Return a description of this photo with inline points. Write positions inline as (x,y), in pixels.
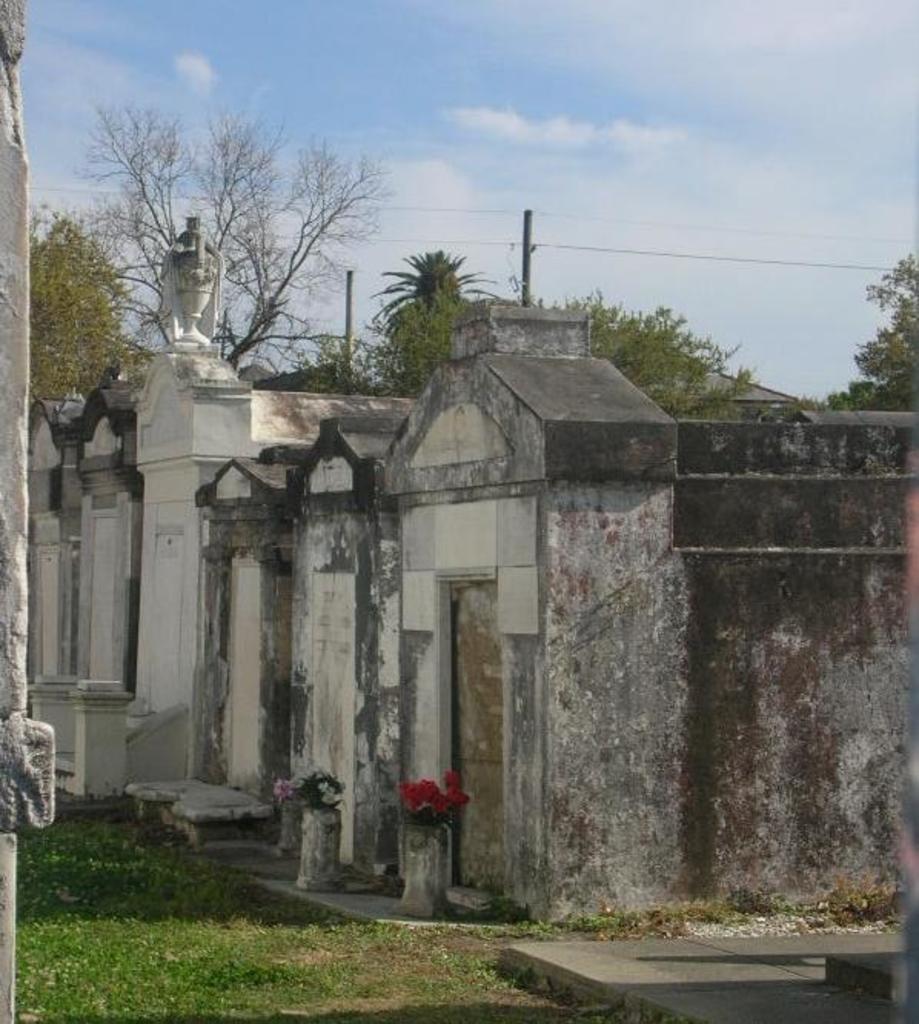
In this picture we can see tombs (324,506), at the bottom (205,980) there is grass (234,875), we can see flowers (311,806) in the middle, in the background (340,209) there are some trees (74,262) and a pole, there is the sky (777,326) and clouds (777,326) at the top of the picture (477,251).
